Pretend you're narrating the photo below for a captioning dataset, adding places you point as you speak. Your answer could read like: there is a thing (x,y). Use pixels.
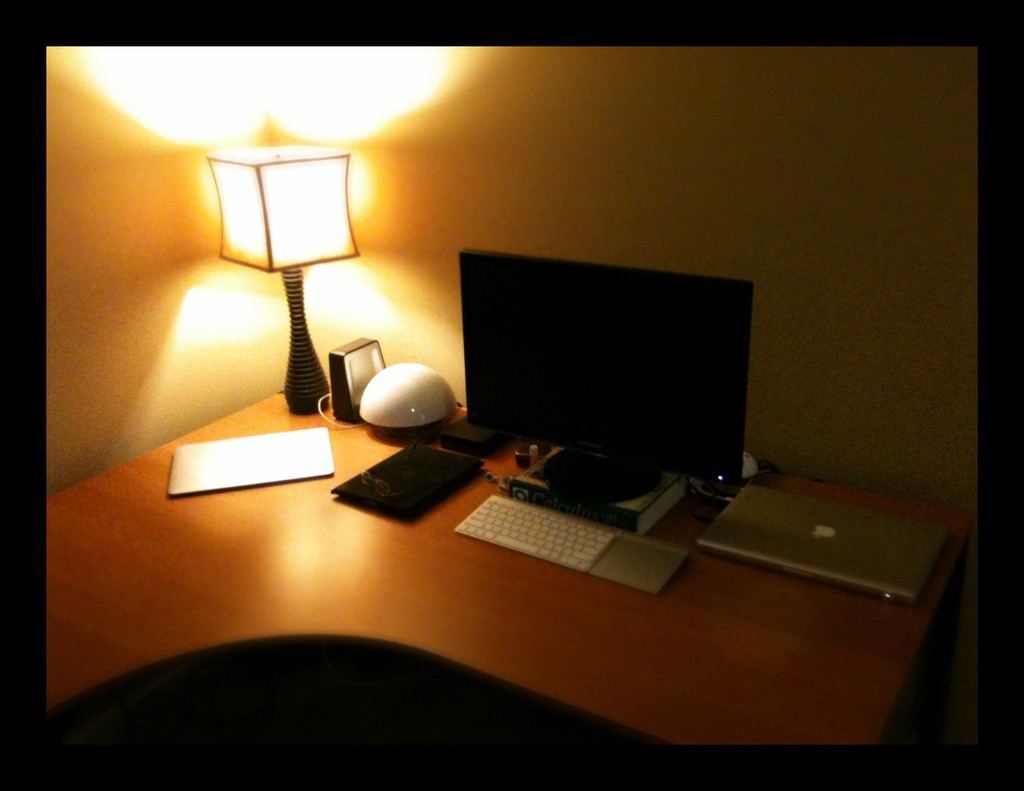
In this image, we can see wooden table (437,624), few items (816,543) are placed on it. At the back side (657,206), we can see wall (638,214).
